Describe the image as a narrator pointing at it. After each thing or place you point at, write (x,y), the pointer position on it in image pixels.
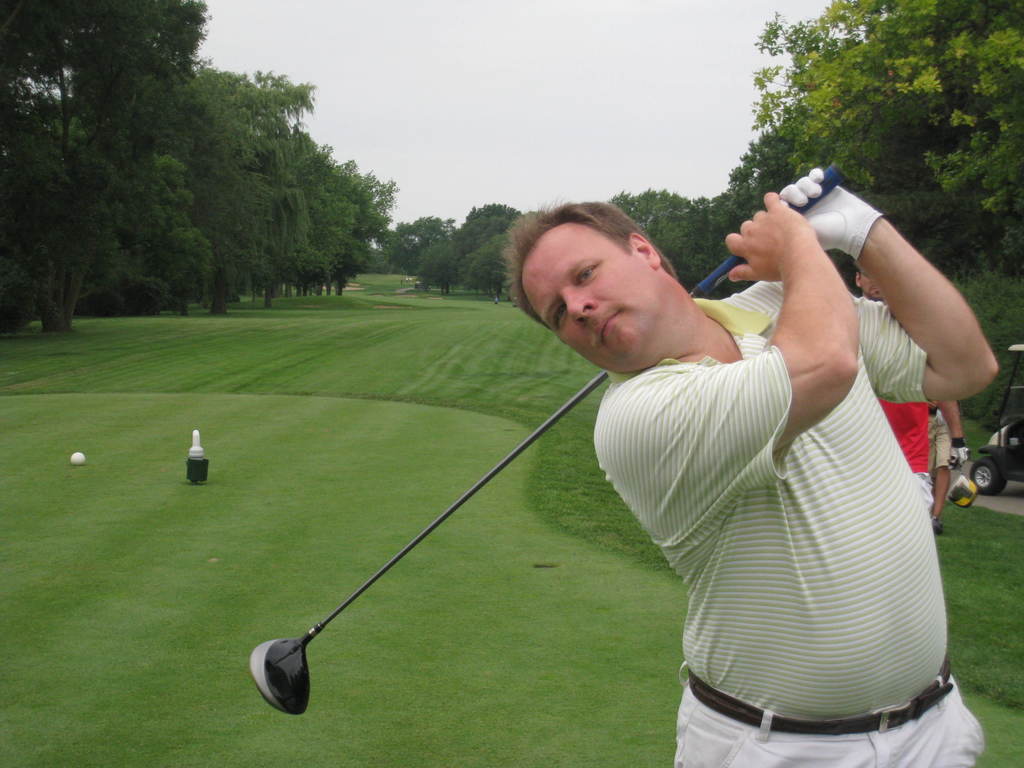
In this image on the right (692,396), there is a man (784,390), he wears a t shirt (766,654), trouser (797,740), belt (750,716), he is holding a stick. On the left (218,392) there are trees (272,229), grass (275,383) and ball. On the right (1004,459) there are some people (949,462), vehicle (1009,447), trees (824,117) and sky (553,136).
